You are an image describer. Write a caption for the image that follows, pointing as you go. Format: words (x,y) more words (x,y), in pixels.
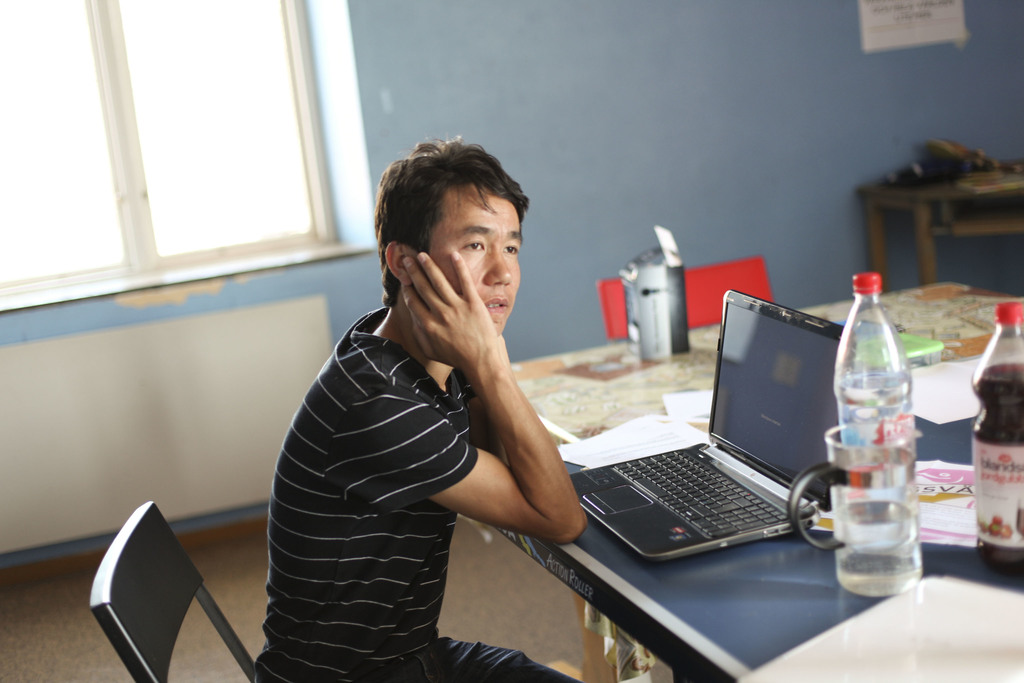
In this picture we can see man (384,489) sitting on chair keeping his hands (525,443) on table (662,382) and on table (602,402) we can see laptop (823,363), bottle (871,426), cup (866,450), papers (949,479) and beside to him we can see wall (833,54) with poster (881,27), window (248,124).
